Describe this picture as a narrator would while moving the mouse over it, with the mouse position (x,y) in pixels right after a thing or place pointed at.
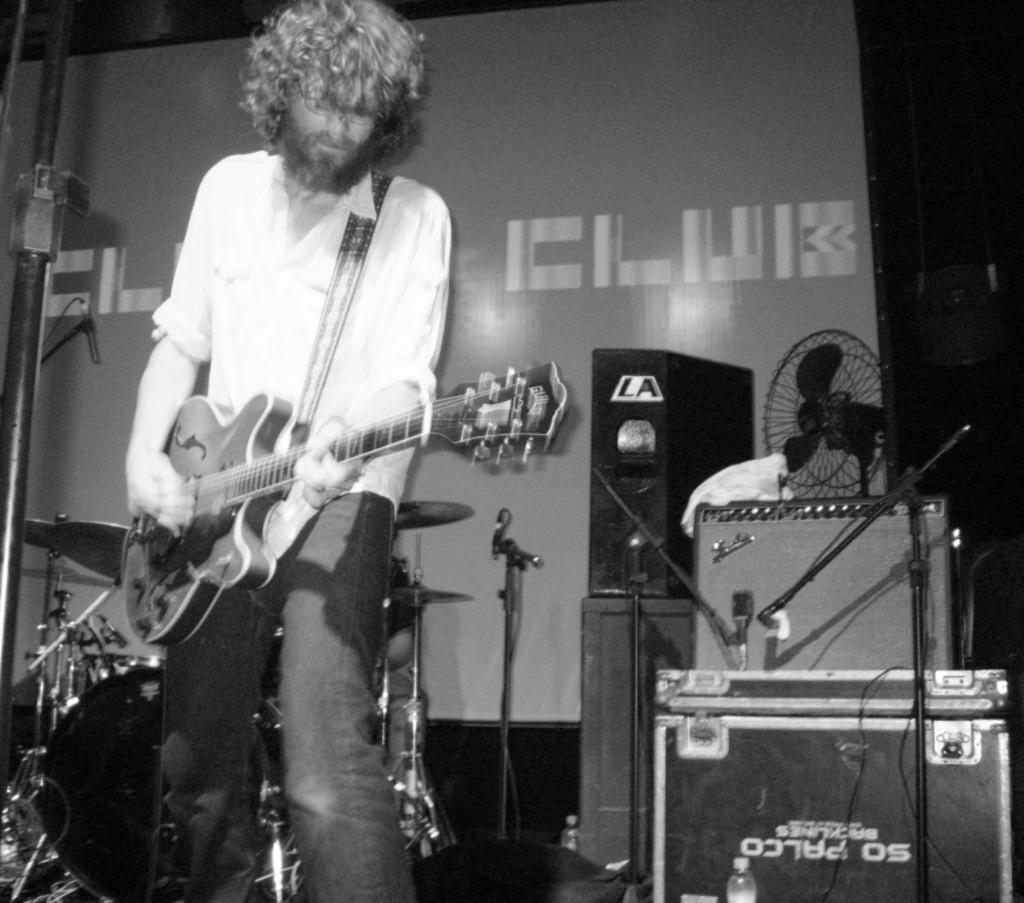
He is standing and his playing a musical instruments (425,437).
